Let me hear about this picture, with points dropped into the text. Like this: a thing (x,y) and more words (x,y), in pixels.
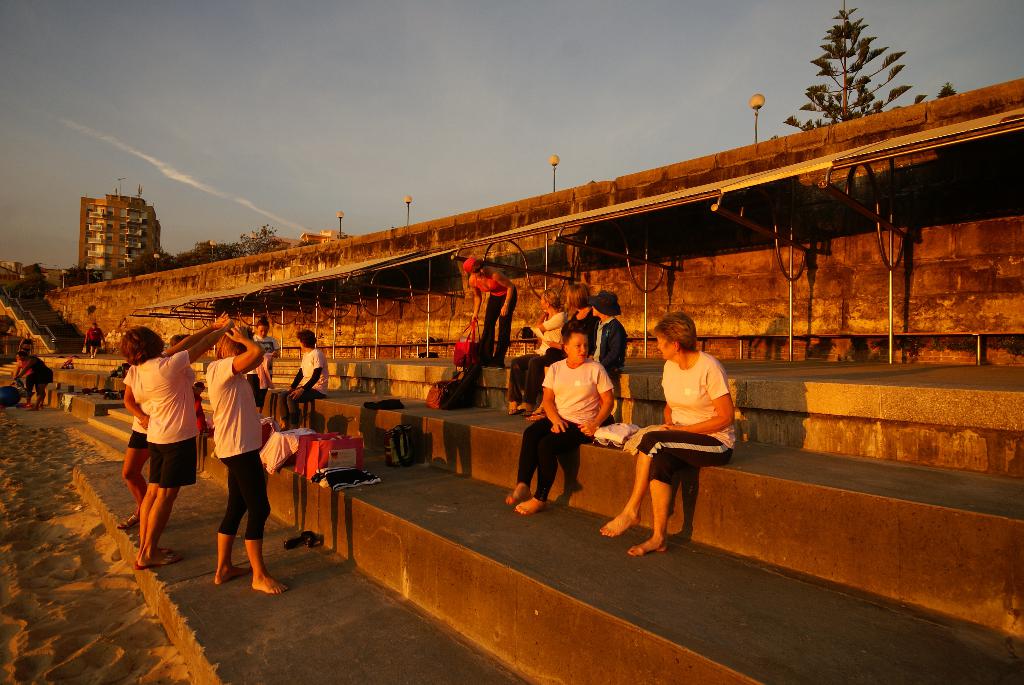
In the center of the image (460,418) there is a staircase (196,651) on which there are people (561,364). In the background of the image (427,145) there is sky (459,125). There is a building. To the right side of the image (848,112) there is a tree (827,39). At the bottom of the image (24,570) there is sand (75,605).
